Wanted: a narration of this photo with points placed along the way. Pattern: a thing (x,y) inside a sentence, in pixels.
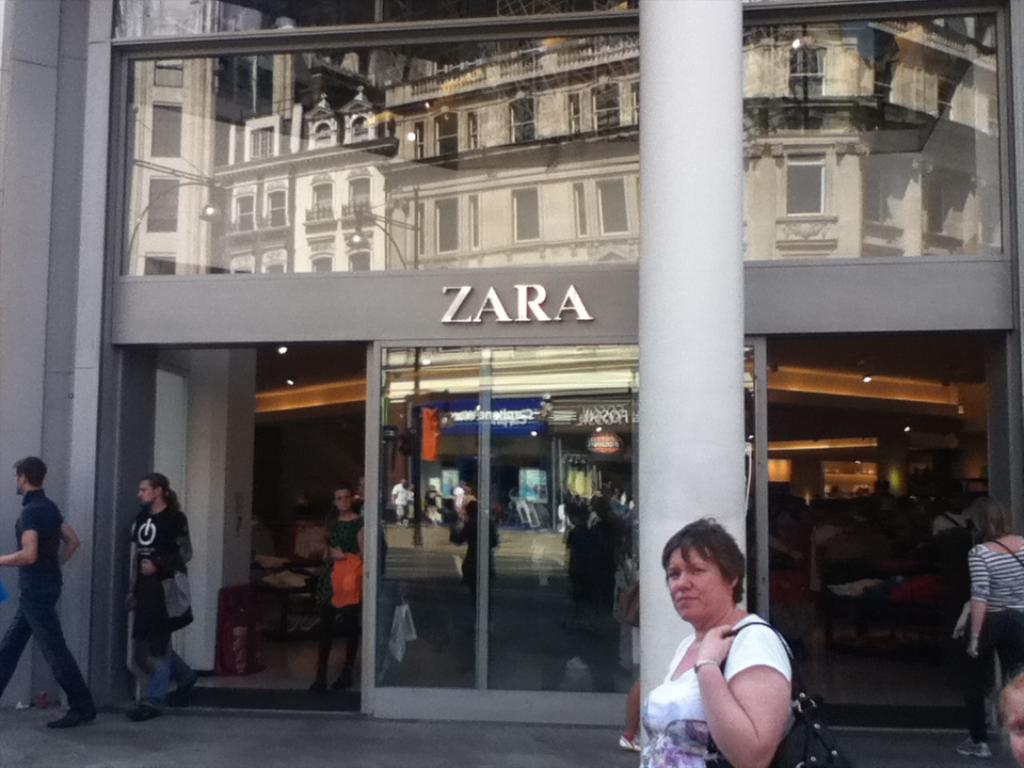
In this image there are group of people (595,546) standing, buildings (624,433), lights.
